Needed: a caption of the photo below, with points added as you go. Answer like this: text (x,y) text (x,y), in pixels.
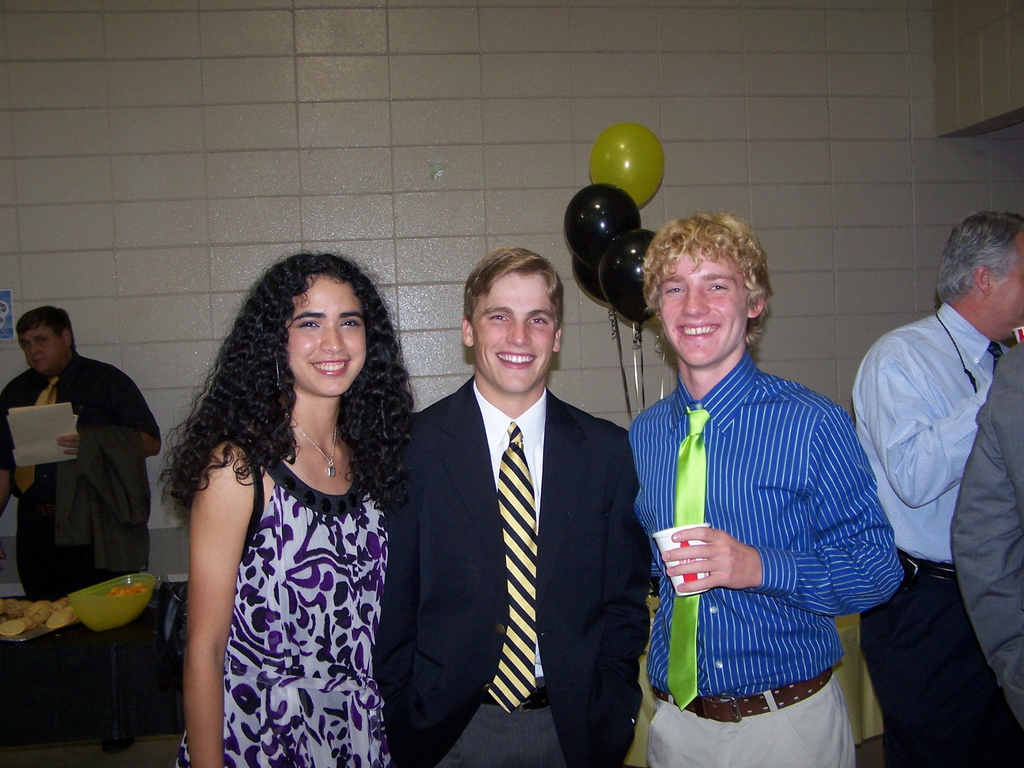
In this image there are persons (521,484) standing. In the front (371,542) there are group of persons (658,558) standing and smiling and on the right side (738,552) there is a man (742,587) standing and holding a glass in hand (725,562) and smiling. In the background (598,224) there are balloons (616,245) and there is food (90,595) and there is a man (63,442) standing and holding papers (55,444) in his hand (75,445) and there is a wall (254,240).
